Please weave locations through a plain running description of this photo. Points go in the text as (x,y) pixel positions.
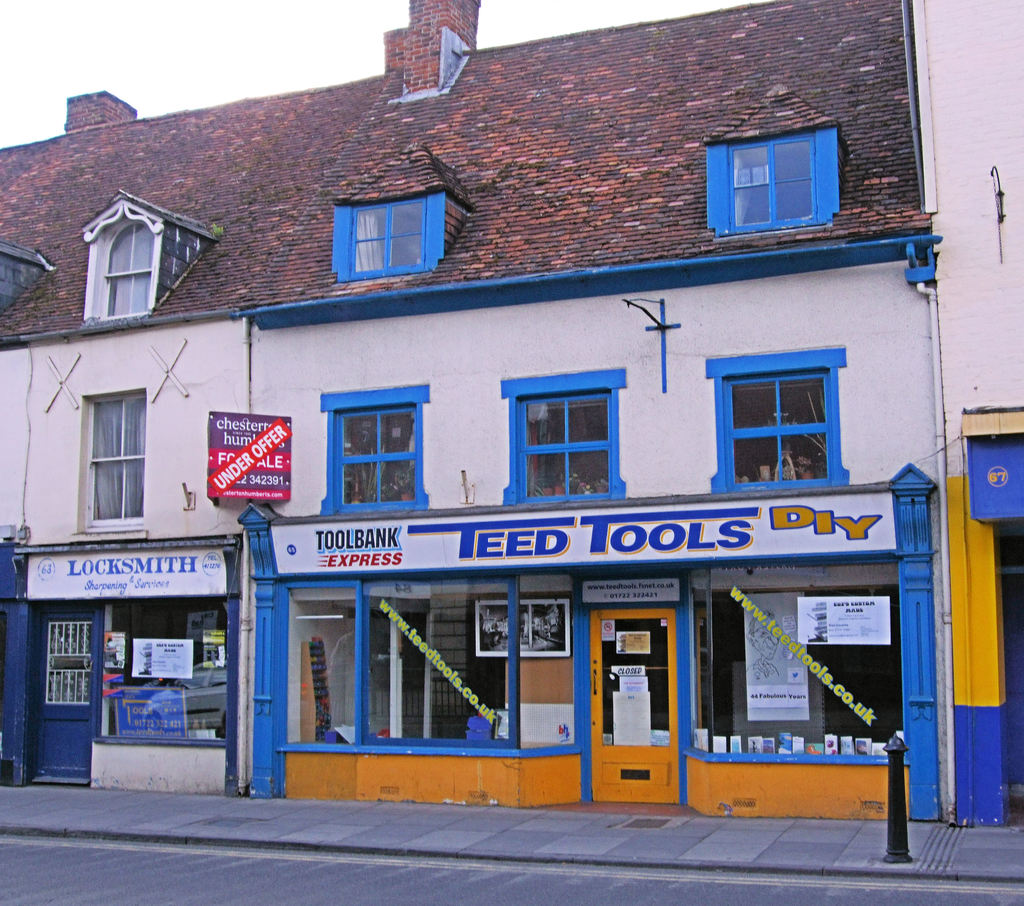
In this image in the center (381,423) there is a building (666,443) and on the building (252,539) there are boards (451,557) with some text (214,569) written on it and there are windows (747,399) and there are glasses (523,697).
